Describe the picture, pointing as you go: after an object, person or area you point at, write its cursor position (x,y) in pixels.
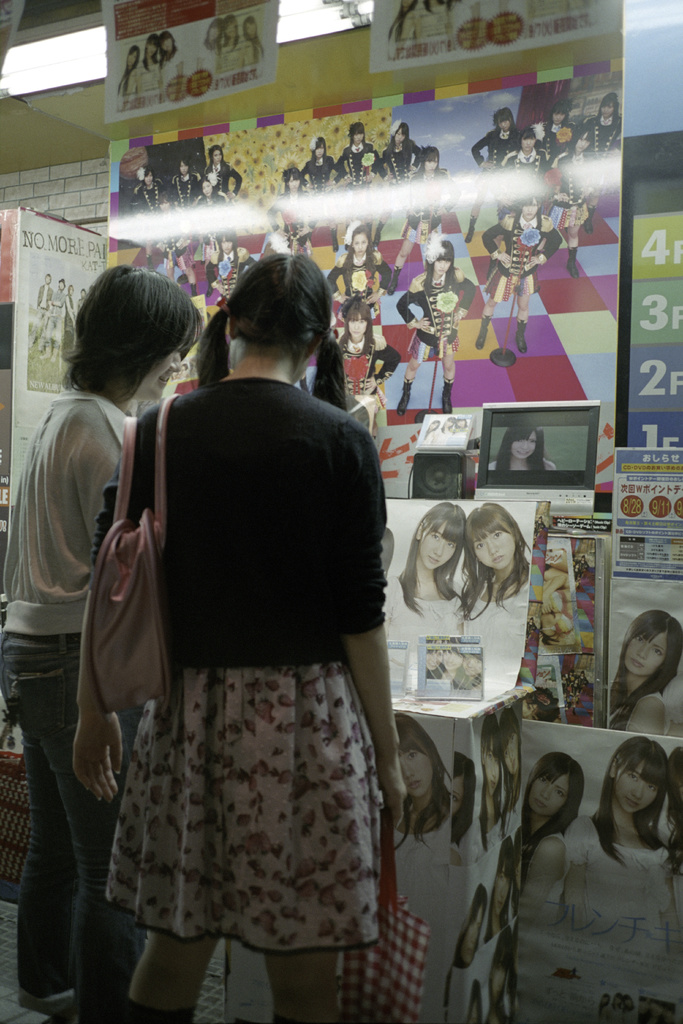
In this picture we can observe two women (69,524) standing. One of them is holding a pink color bag (136,561) on their shoulder (152,419). We can observe some pictures (553,790) of women (491,557) in front of them. There are some photographs (426,273) and posters (178,35). In the background (74,189) there is a wall (94,200).
